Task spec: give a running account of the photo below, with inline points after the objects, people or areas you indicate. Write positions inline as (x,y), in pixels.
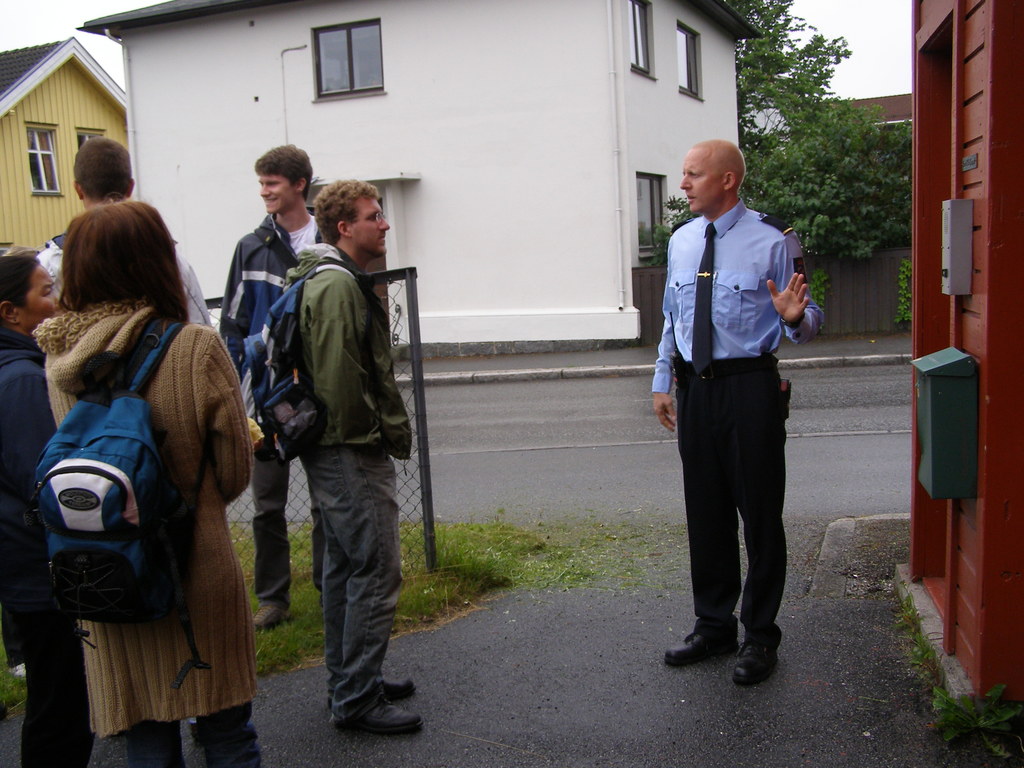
In this image I can see people (242,415) are standing among them some of them are wearing bags (137,398) and this man (713,305) is wearing a uniform (713,426). In the background (547,249) I can see buildings (608,198), trees (819,190), fence (430,486), the grass (447,547), a road (577,429) and the sky (835,26).
